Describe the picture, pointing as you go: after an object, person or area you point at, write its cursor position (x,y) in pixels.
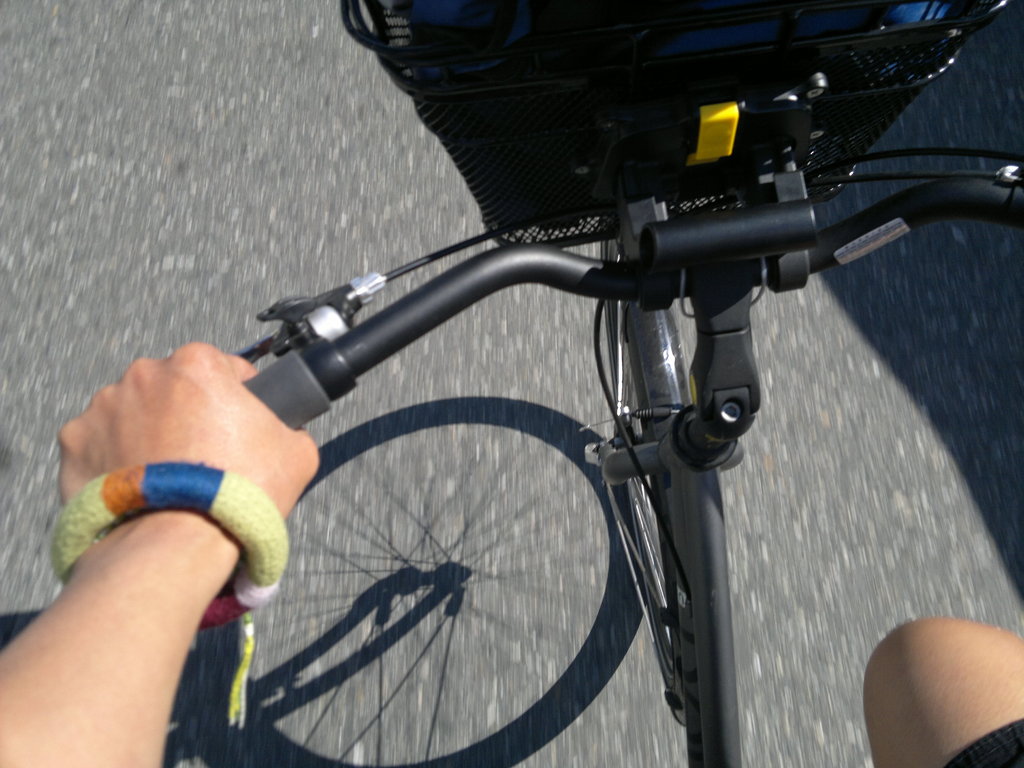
In this picture I can observe a person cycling a bicycle (712,323). I can observe a basket (584,96) in the top of the picture (620,79). In the background (491,394) there is a road (259,223).
